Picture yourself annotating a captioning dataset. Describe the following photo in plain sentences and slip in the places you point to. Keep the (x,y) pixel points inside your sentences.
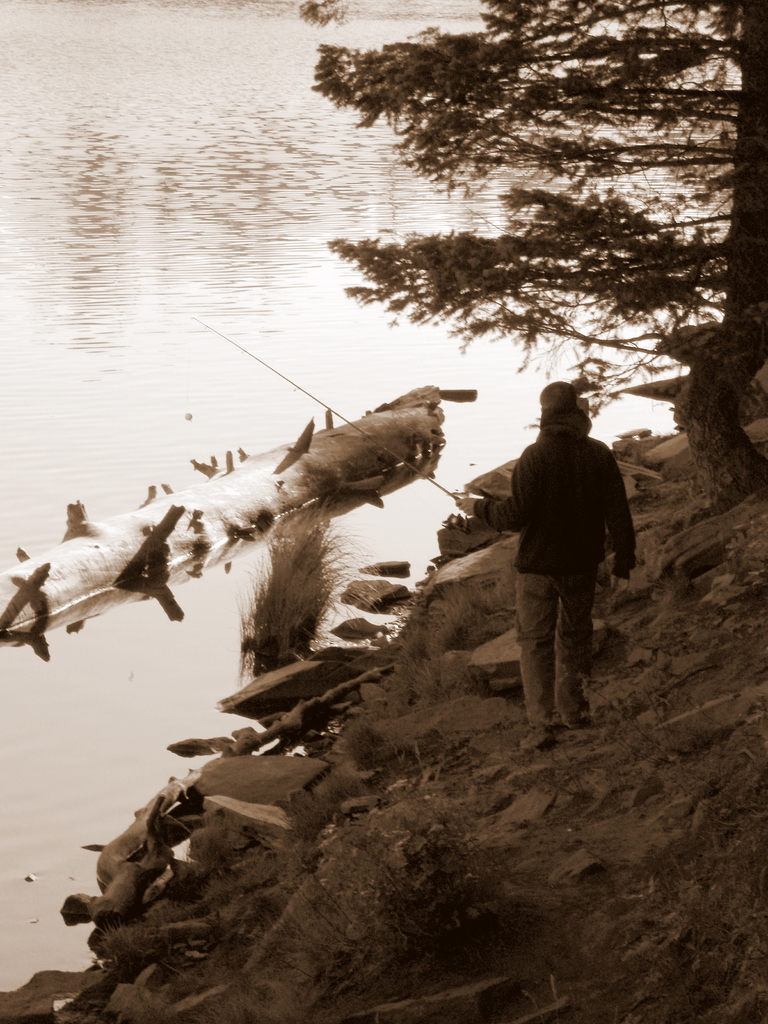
In the image we can see a person (541,570) standing and wearing clothes (582,601), the person (572,598) is holding a stick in hand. These are the stones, water (281,430) and tree (605,271), there is a tree trunk (255,500) floating in the water (242,444).
